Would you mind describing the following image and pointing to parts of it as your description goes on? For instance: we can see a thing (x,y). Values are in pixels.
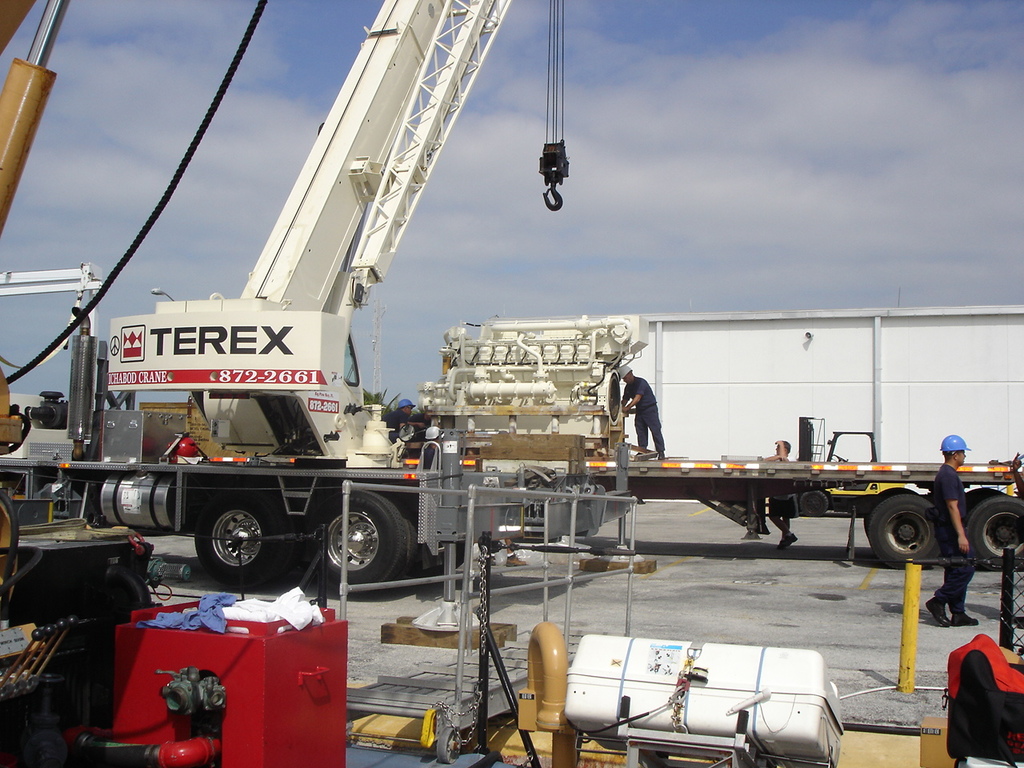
There are people (947,484) and we can vehicles (267,382) and rope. We can see red box (347,659), clothes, fence (470,581), rods (462,684), chain (678,680) and objects (29,752). In the background (643,188) we can see sky (412,352) with clouds (610,197).
